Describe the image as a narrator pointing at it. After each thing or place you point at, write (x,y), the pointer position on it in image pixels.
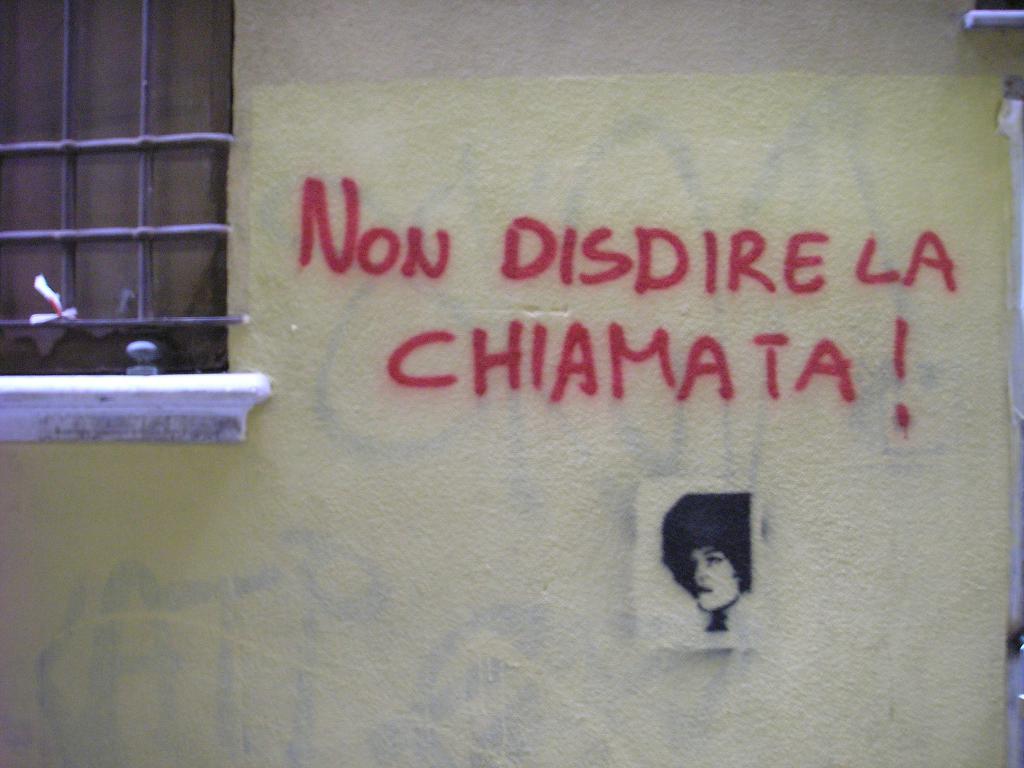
In the image there is a wall (599,563) and there is some text (538,333) on the wall (397,400) and there is a window (187,285) on the left side (171,302) and below the text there is a picture (719,601) of a person (697,583).
